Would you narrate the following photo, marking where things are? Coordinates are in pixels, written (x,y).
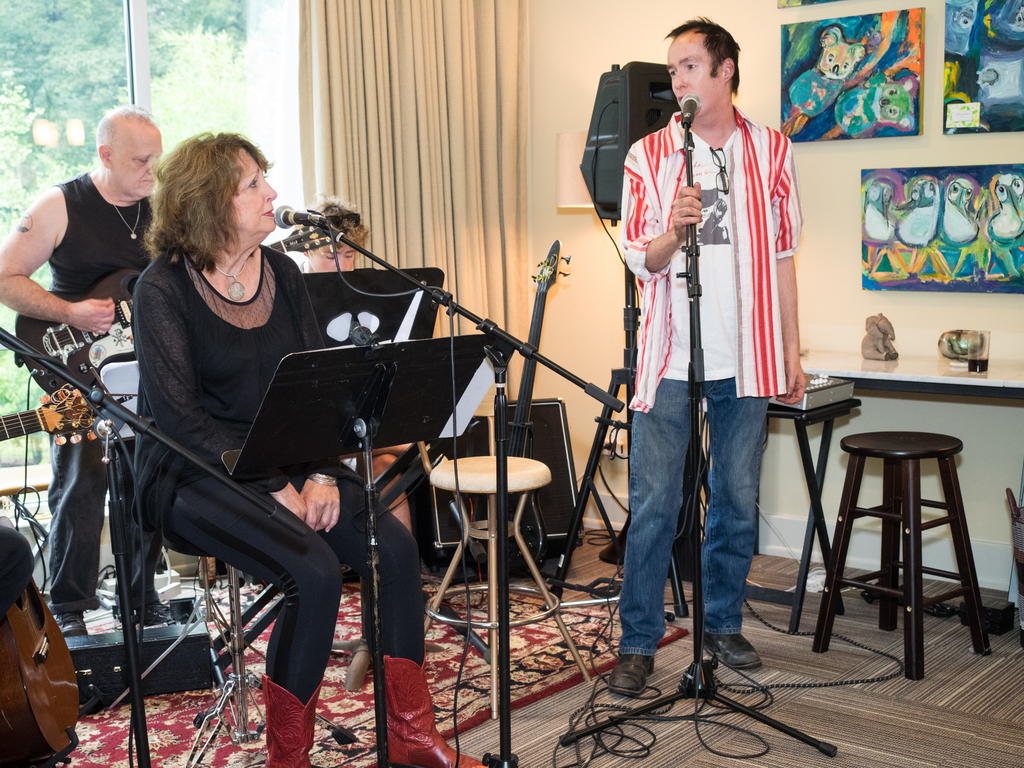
In the image there is a man (726,168) standing. In front of him there is a stand (696,300) with mic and he is holding the stand (690,153). Behind him there is a table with glass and some other items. And also there is a stool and speaker (608,109). On the wall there are frames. On the left side of the image (162,217) there is a lady (224,294) sitting and in front of her there is a mic (287,210) with stand (342,240) and also there is a book holder stand (333,380). And in the background (99,211) there are two persons (140,233) and also there are musical instruments (69,660), speakers (566,501), wires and on the floor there is a floor mat (109,720). Behind them there are glass windows (244,75) with curtains (374,76).
